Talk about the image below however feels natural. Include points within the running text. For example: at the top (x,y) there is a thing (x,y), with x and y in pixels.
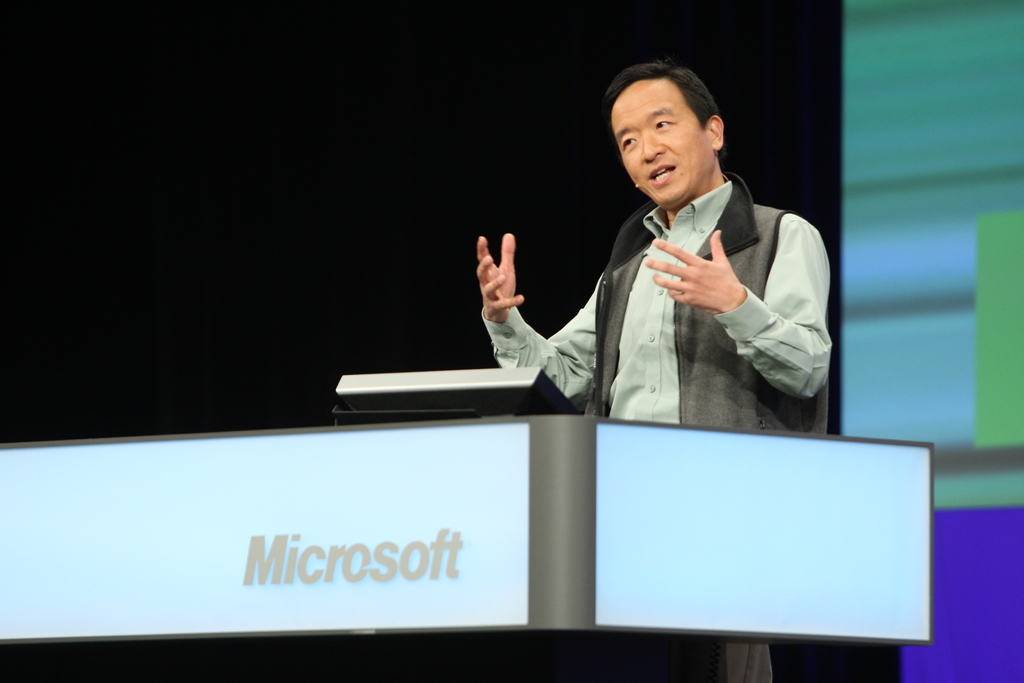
In this picture I can see a man (660,403) standing near the podium (398,577). I can see a screen (957,59), and there is dark background (467,41).
